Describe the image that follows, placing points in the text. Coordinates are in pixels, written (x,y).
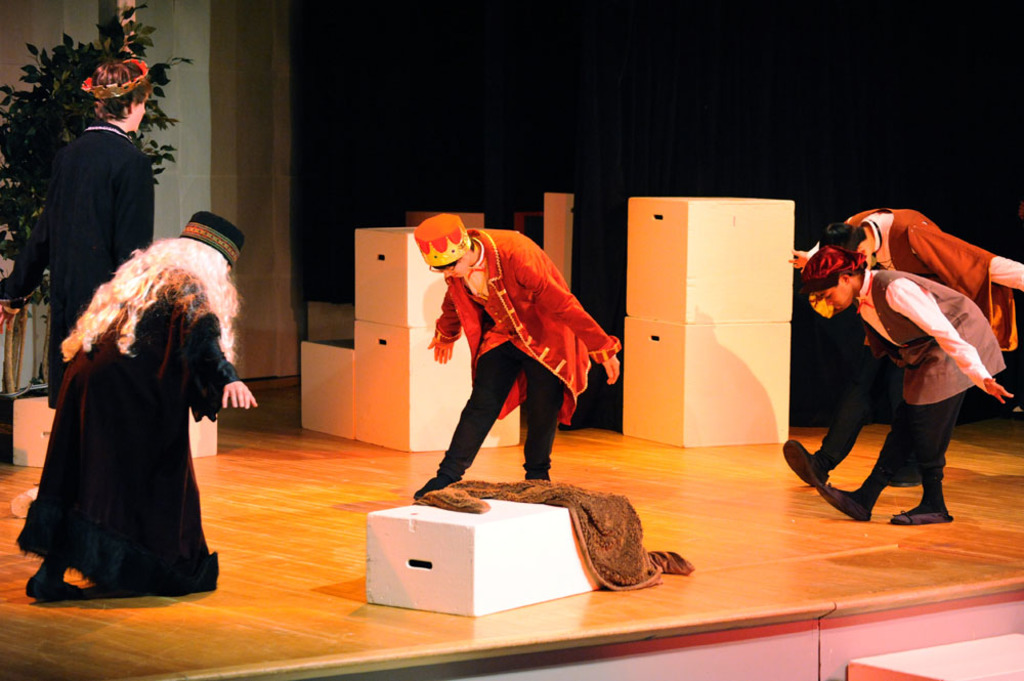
This image consists of five persons (200,252) dancing on the dais (607,458). There are white color blocks (459,559) kept on the dais (281,629). At the bottom (291,631), there is floor (353,603). To the left (21,181), there is a plant (24,97). The background (812,65) is in black color.
